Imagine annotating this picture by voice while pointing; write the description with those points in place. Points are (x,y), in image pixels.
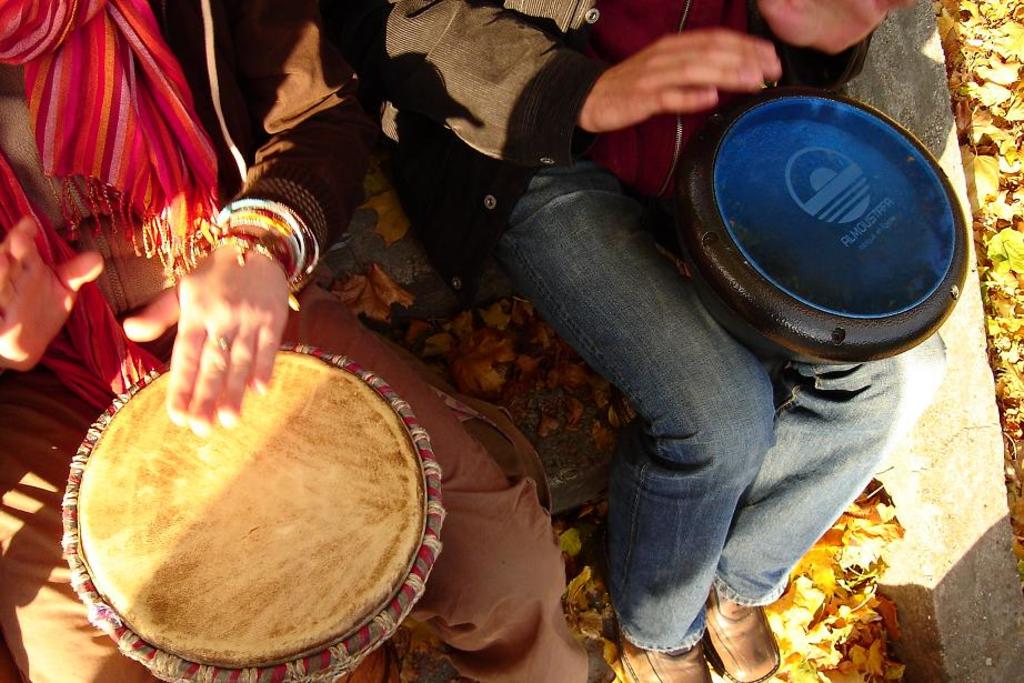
In the image we can see there are persons (315,227) who are sitting and there is a drum (890,224) in between their lap (461,557).
